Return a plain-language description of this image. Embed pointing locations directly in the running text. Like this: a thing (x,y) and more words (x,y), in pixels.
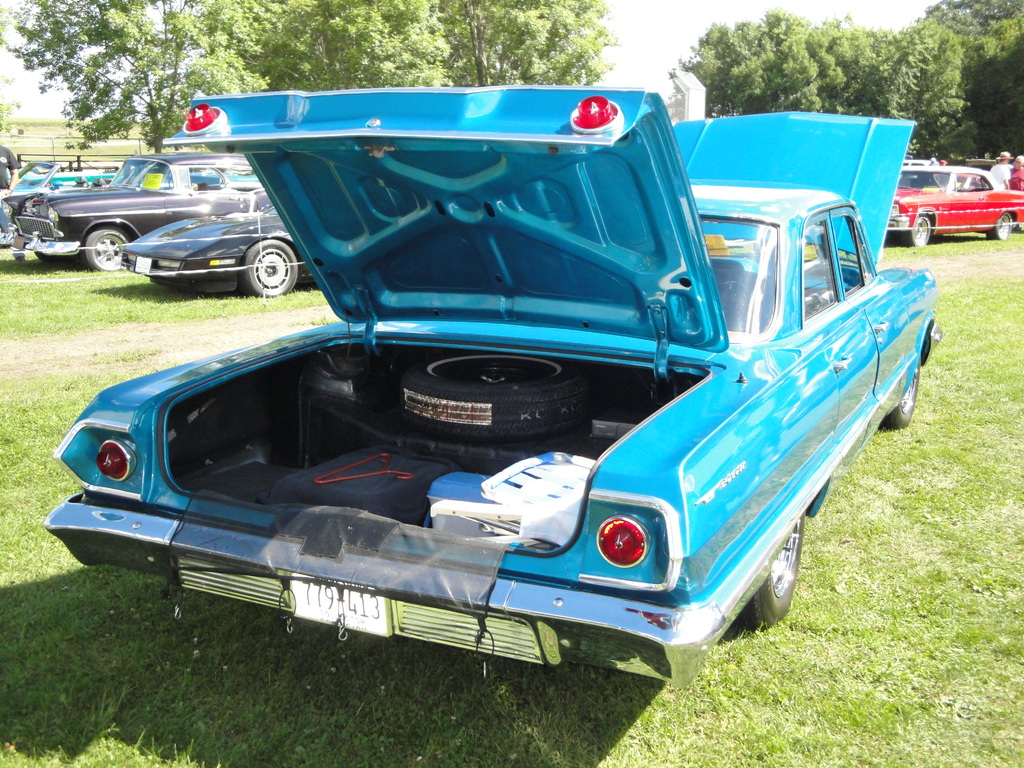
In this image I can see many vehicles (604,320) are on the ground (390,719). These vehicles (394,355) are colorful. To the side I can see few people (1008,169). In the background (151,105) there are many trees (425,56) and the white sky (811,3).
